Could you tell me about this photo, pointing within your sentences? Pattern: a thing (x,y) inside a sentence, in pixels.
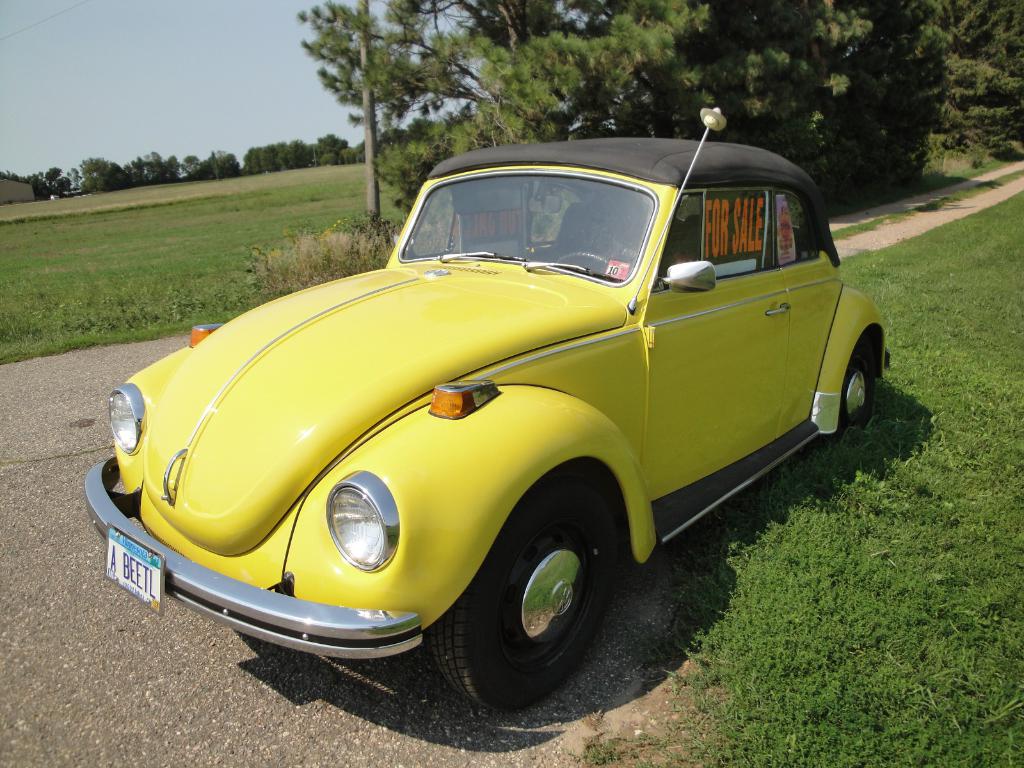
In this picture we can see a car (490,569) on the ground (244,649) with posters (750,219) on it, grass (916,288), trees (384,144), pole (372,153) and in the background (80,157) we can see the sky (218,51).
